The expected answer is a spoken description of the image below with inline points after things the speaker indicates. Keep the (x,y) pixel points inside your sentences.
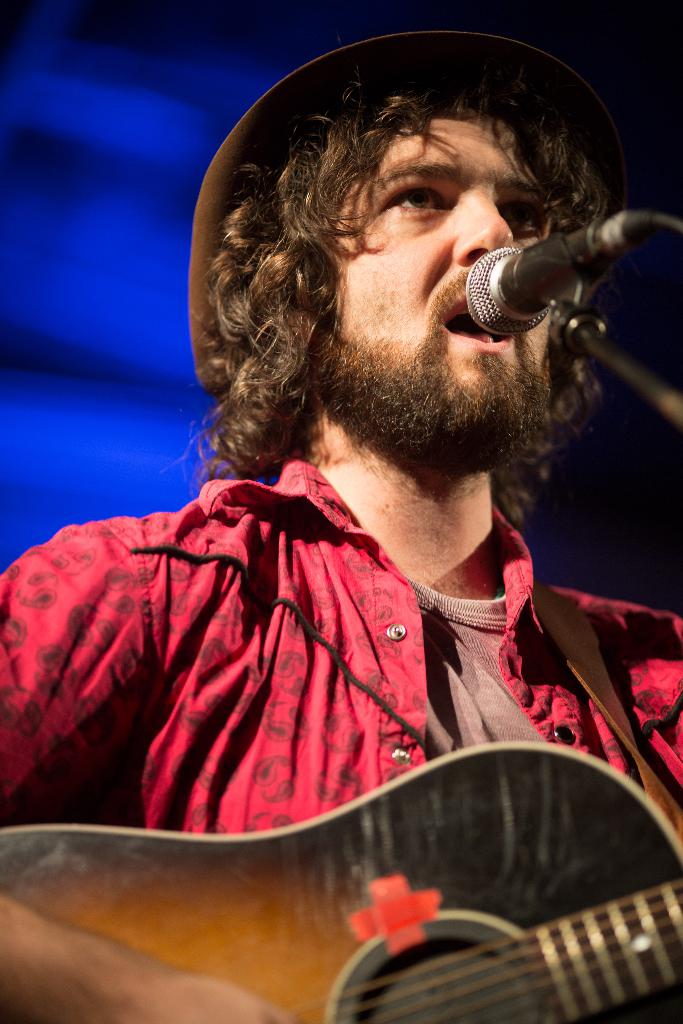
In this picture a man (354,631) is singing along with playing guitar (458,955) is wearing a hat (311,118). He is wearing a red shirt (190,656). There is a mic (520,315) in front of him. In the background (76,170) there is a blue curtain (126,375).
